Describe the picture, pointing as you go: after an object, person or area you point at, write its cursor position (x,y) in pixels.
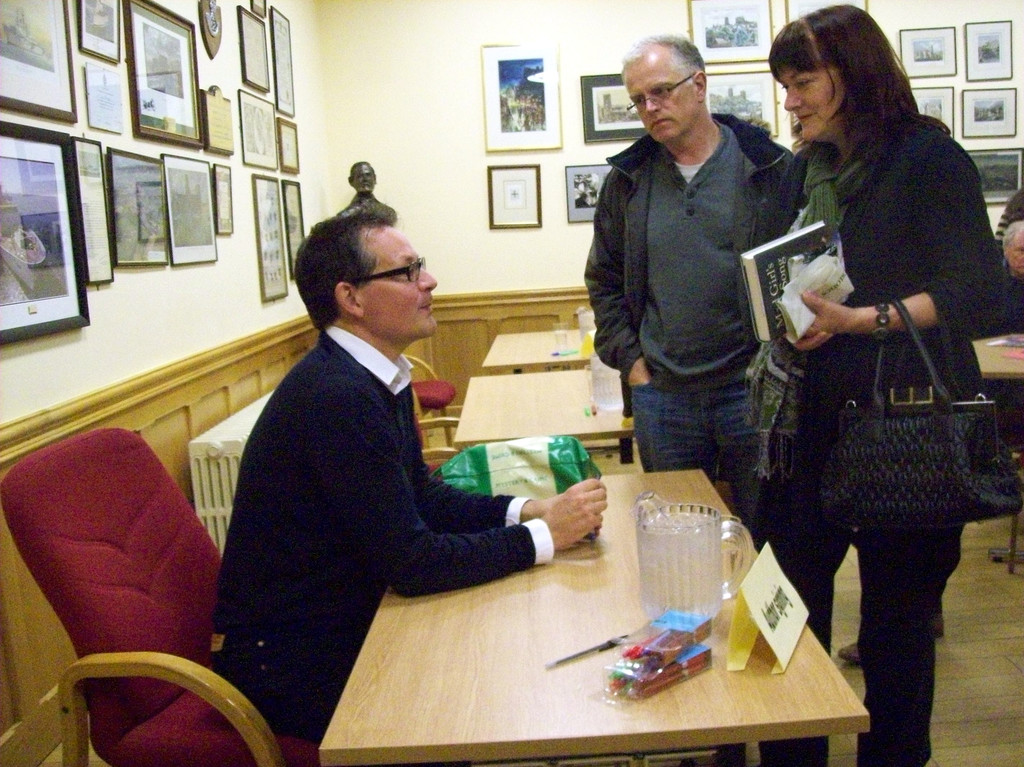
There are two people (699,312) standing and she is holding bag (922,507) and book (784,331) and this man (416,511) sitting on chair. We can see jar (708,598), board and objects (540,479) on the table (517,655). In the background (53,170) we can see objects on tables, person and frames (10,208) on walls (452,367).
